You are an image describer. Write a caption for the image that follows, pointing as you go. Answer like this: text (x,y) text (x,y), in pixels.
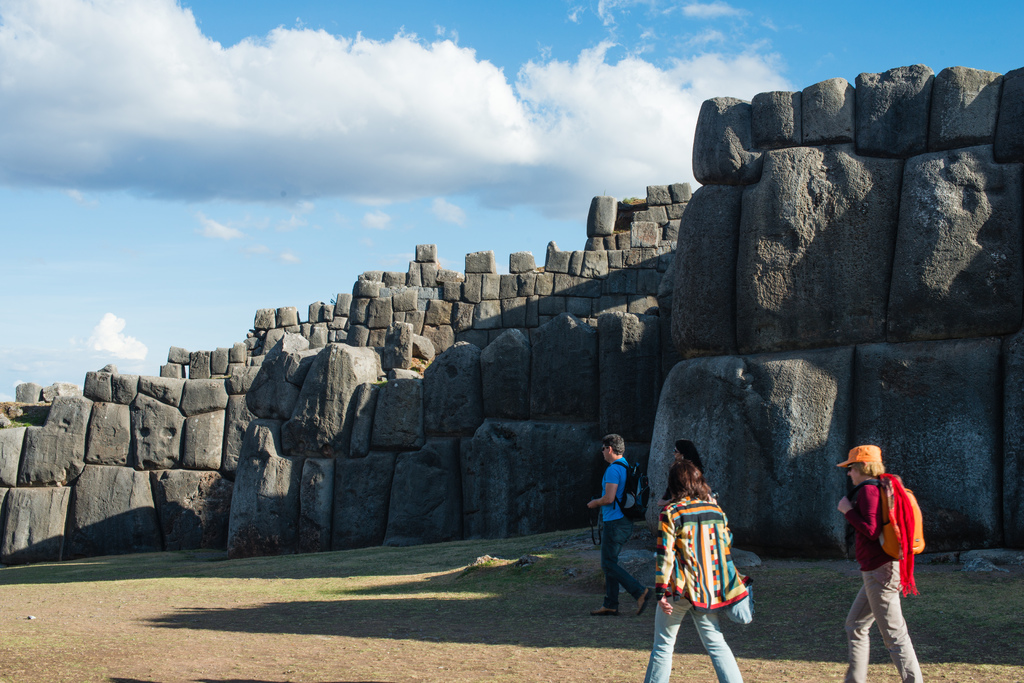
In the center of the image (540,338) rocks (540,338) are present. At the top of the image (352,89) clouds (365,89) are present in the sky (377,148). At the bottom of the image (407,614) ground (442,558) is there. On the right side of the image (705,535) some people (695,513) are walking and carrying their bags (617,499).
